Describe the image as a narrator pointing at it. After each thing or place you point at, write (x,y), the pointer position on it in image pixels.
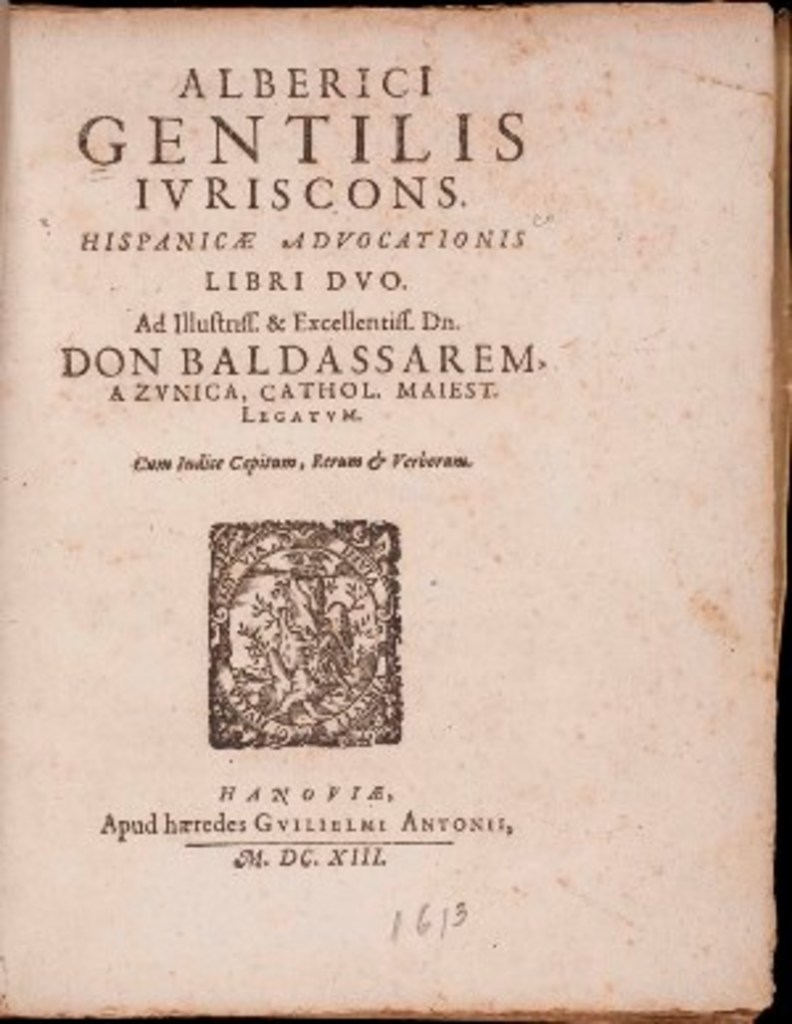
The picture is a cover. In the picture there is text (396,467). In the center of the picture (357,574) there is a logo (307,605).
